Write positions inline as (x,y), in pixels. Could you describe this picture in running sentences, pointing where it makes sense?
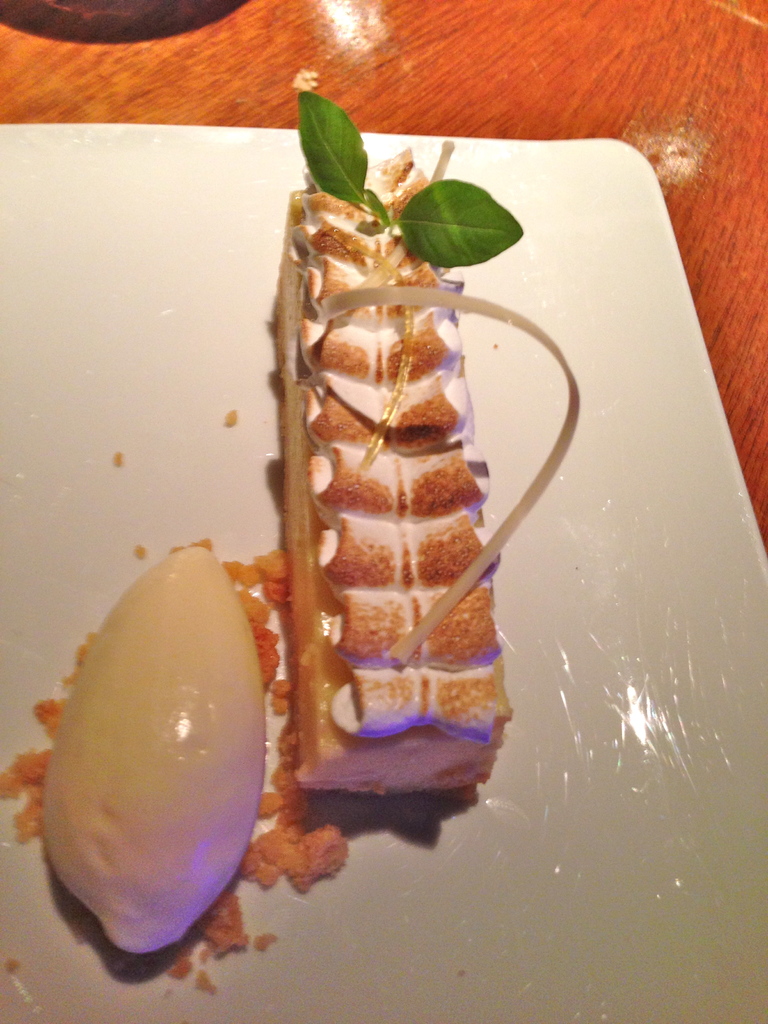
This is a zoomed in picture. In the center (329,624) there is a table (470,84) on the top (562,136) of which a platter (585,579) containing some food items (290,464) is placed. we can see the reflection of light (363,42) on the surface (607,18) of a table (589,53).
